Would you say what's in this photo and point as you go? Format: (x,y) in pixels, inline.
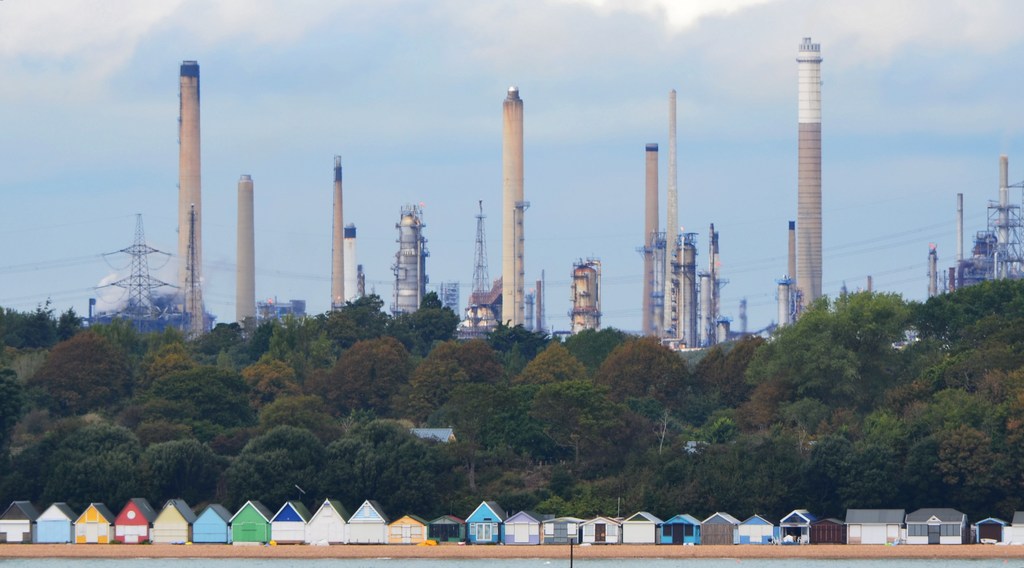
In this image, we can see chimneys (198,225), towers (136,249) and there are wires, trees (354,339) and buildings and we can see sheds (457,519). At the top (520,73), there are clouds (561,51) in the sky (669,88) and at the bottom (304,566), there is water (292,561).
